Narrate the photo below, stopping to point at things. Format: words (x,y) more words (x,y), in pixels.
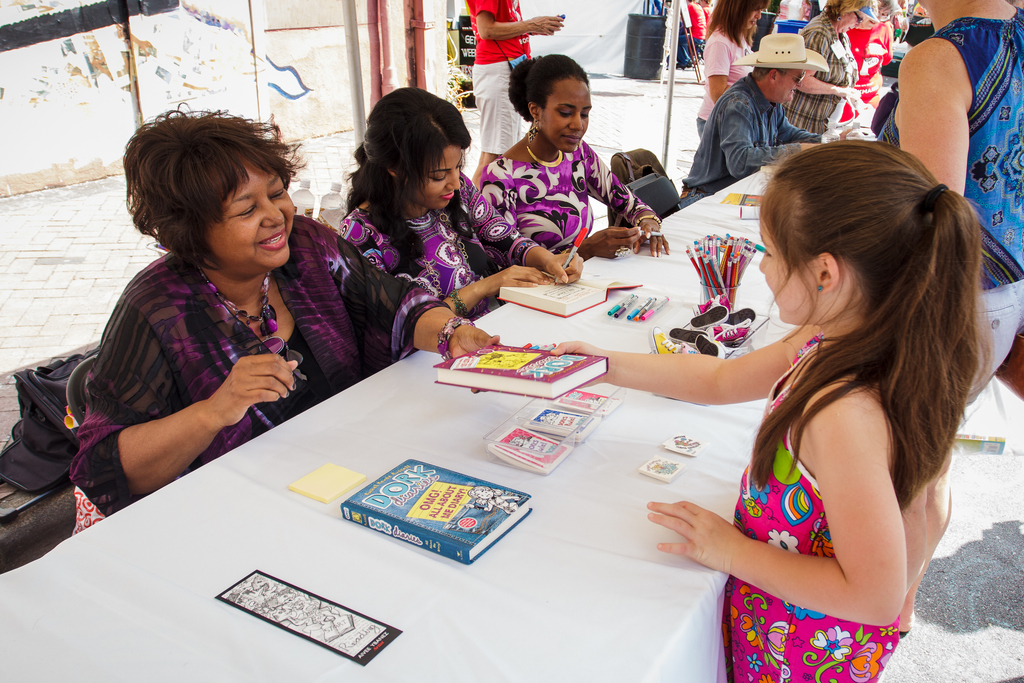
In this image I can see a girl (817,512) wearing pink colored dress (804,518) is standing and holding a book (544,391) in her hand (558,349). I can see a table (550,529) in front of her and on the table (541,512) I can see few books (468,491), few pens (727,268) and few other objects (719,281). On the other side of the table (562,511) I can see few persons (397,311) sitting on chairs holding pens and books (503,378) in their hands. In the background (967,36) I can see few persons (521,35) standing, a black colored object (659,46), the cream colored wall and the ground (626,110).
